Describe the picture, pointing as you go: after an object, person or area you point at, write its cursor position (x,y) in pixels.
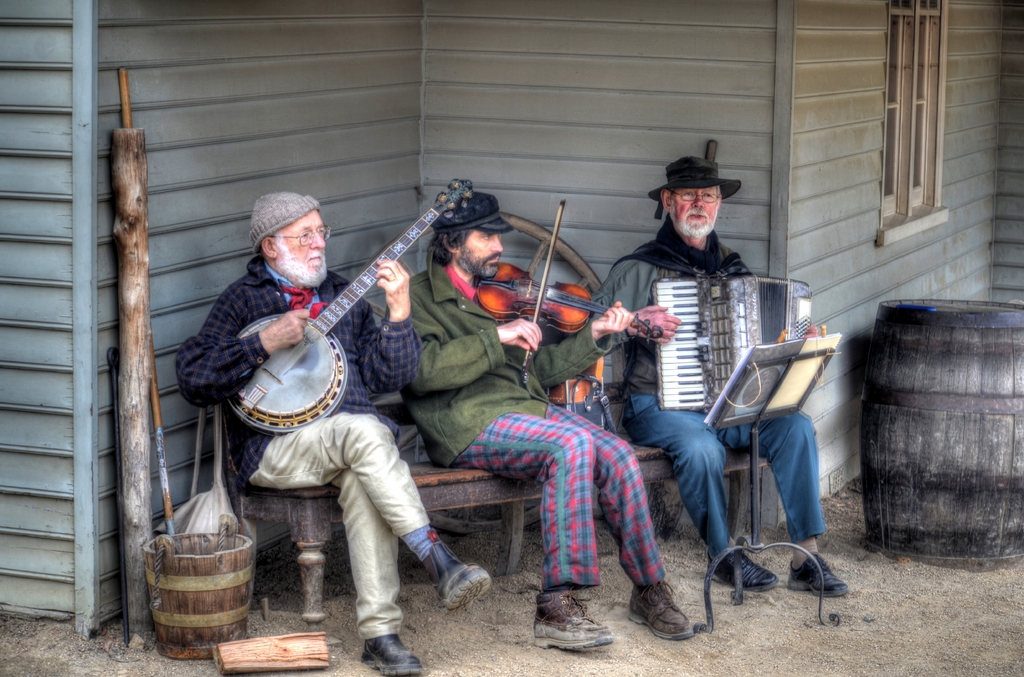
In this image we can see three persons (597,341) sitting on a bench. One person (394,343) is wearing a cap (304,205), spectacles (320,229) are holding a banjo (297,384) in his hand (297,336). One person (527,400) is holding a violin (510,300) in his hand (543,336). One person (704,271) is holding a musical instrument (724,373) in his hand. To the right side of the image (806,370) we can see a book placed in a stand (735,556) and a barrel (965,423). To the left side of the image (319,642) we can see wood log (240,643) and a bucket (198,638) on the ground (207,667). In the background (858,392), we can see a building (908,155).
